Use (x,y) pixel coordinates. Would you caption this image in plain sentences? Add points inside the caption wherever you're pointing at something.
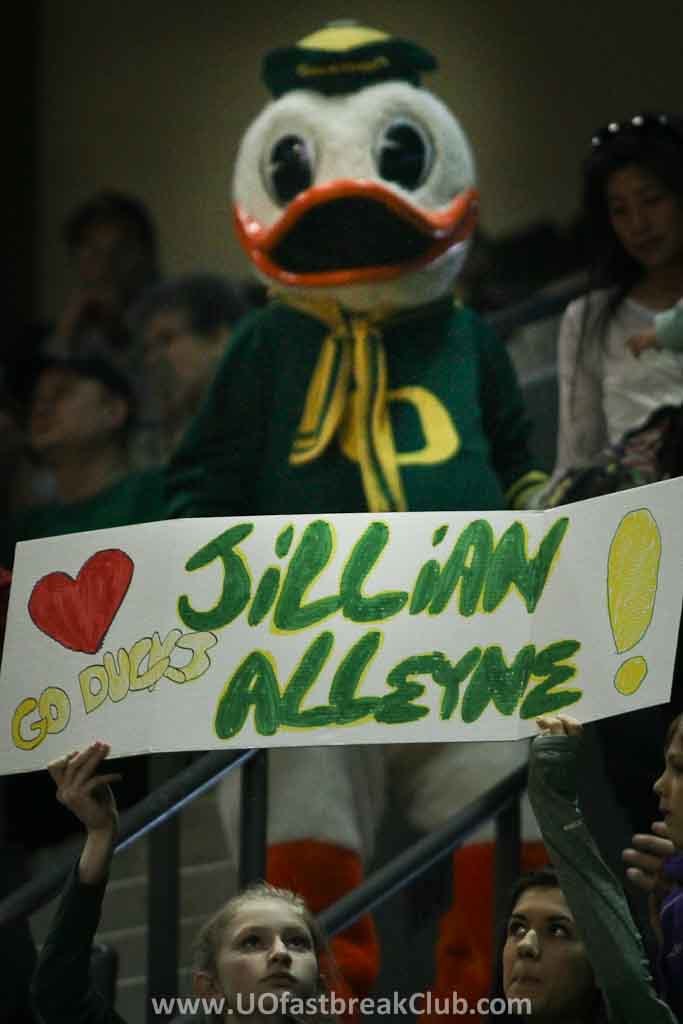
There is a toy (371,347). Also there is a banner (261,639). Two girls (564,927) are holding that. In the background (585,343) there are many people (221,291). There are railings (419,867). At the bottom (417,996) there is a watermark (448,995).
